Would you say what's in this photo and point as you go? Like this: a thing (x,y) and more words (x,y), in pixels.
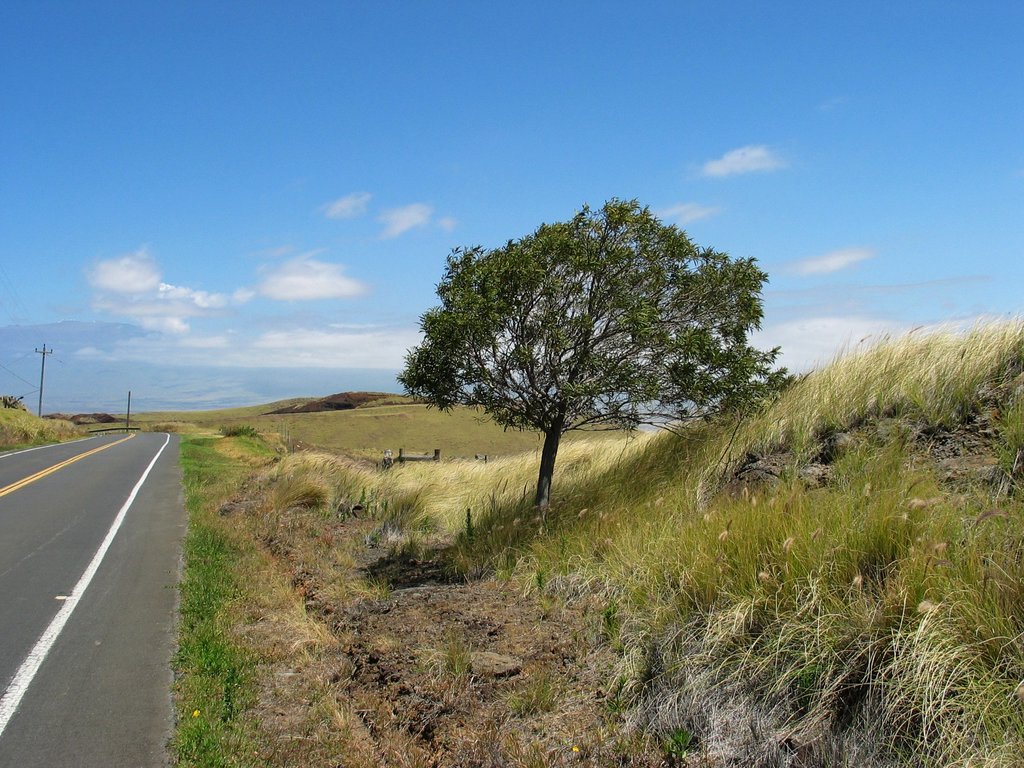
On the right side (683,598), we see the grass (702,636) and a tree (607,212). In the left bottom of the picture (91,597), we see the road (132,510). On the left side (132,425), we see grass (12,414), electric poles (41,388) and the wires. In the background (295,255), we see the clouds (223,302) and the sky (449,195), which is blue in color.
